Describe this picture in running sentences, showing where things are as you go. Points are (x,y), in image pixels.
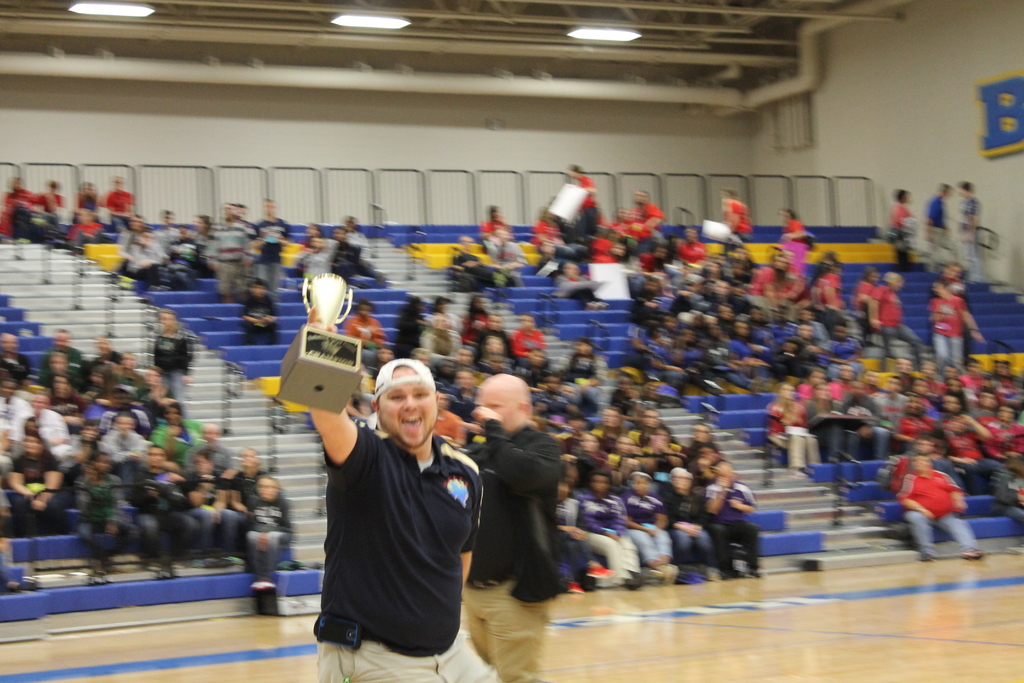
In this image we can see two persons (491,509) standing. One person (416,421) is wearing a hat (394,385) and holding a cup (340,376) in his hand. In the background (936,483), we can see group of audience (592,463), metal railing (662,200), poles (527,50) and some lights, some people (939,199) are standing on the staircase (881,245).
